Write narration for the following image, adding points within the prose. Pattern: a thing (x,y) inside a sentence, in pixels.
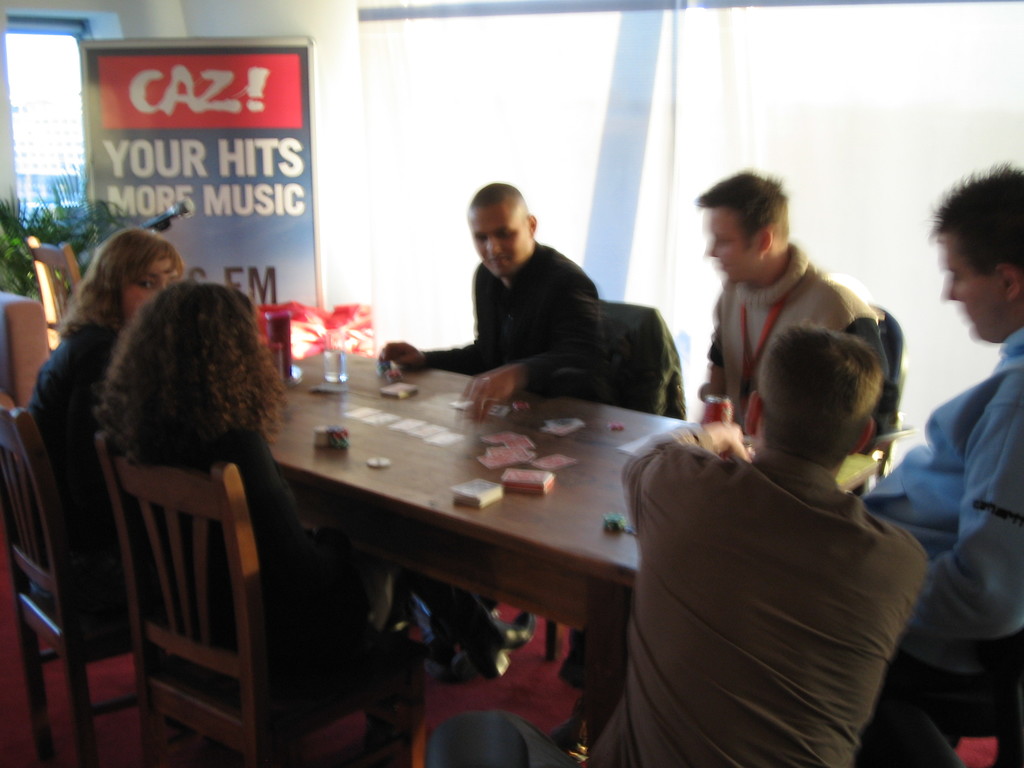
In this image I see few people (107,272) who are sitting on chairs (205,641) and there is a table (430,397) in front of them on which there are cards (445,434), coins (343,447) and other things (347,310). In the background (21,168) I see the banner (122,190), window (62,169) and the plants (102,210).
